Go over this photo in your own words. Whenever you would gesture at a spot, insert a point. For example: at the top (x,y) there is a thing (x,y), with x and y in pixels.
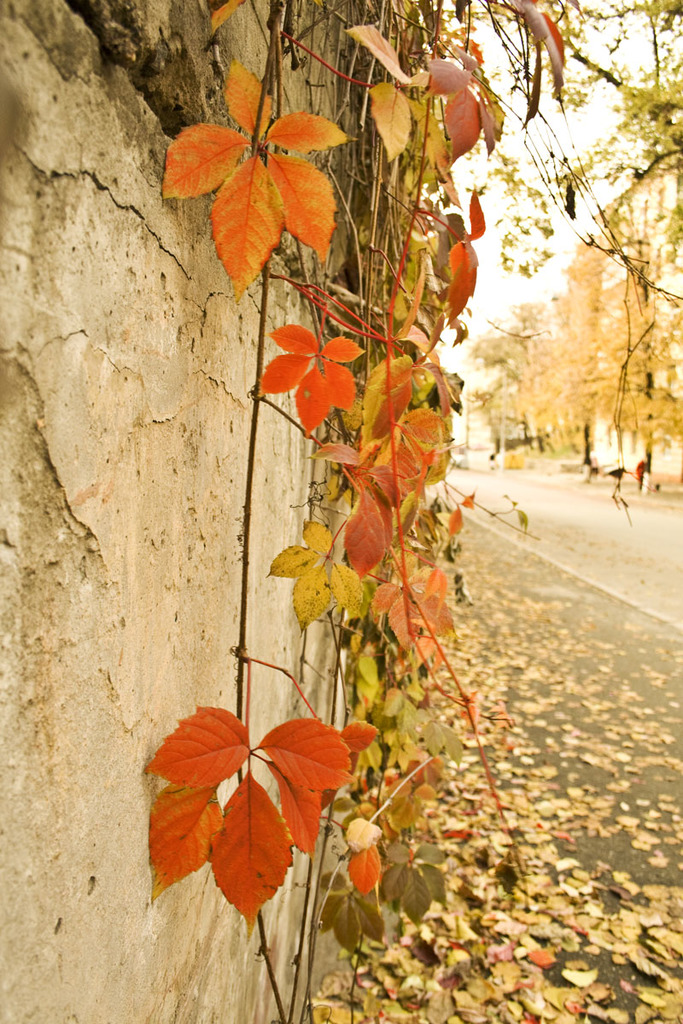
On the left side of the image (62,545) I can see wall (9,538), leaves (363,514) and branches (389,307). On the right side of the image (679,167) there are trees (626,208) and road (604,526). Above the road (592,665) there are dried leaves (655,927).
